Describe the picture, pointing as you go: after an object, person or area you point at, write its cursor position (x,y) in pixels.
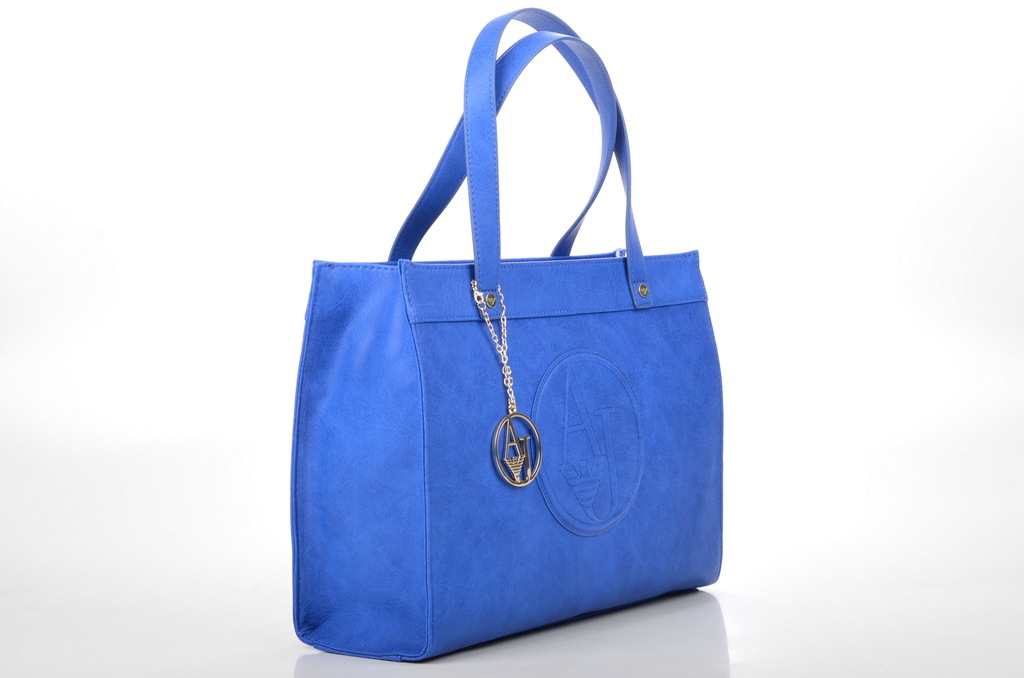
In this picture we can see a carry bag (564,414) of a woman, carry bag (556,338) contains two straps (479,179) and also it contains a key chain type of thing (513,403).
